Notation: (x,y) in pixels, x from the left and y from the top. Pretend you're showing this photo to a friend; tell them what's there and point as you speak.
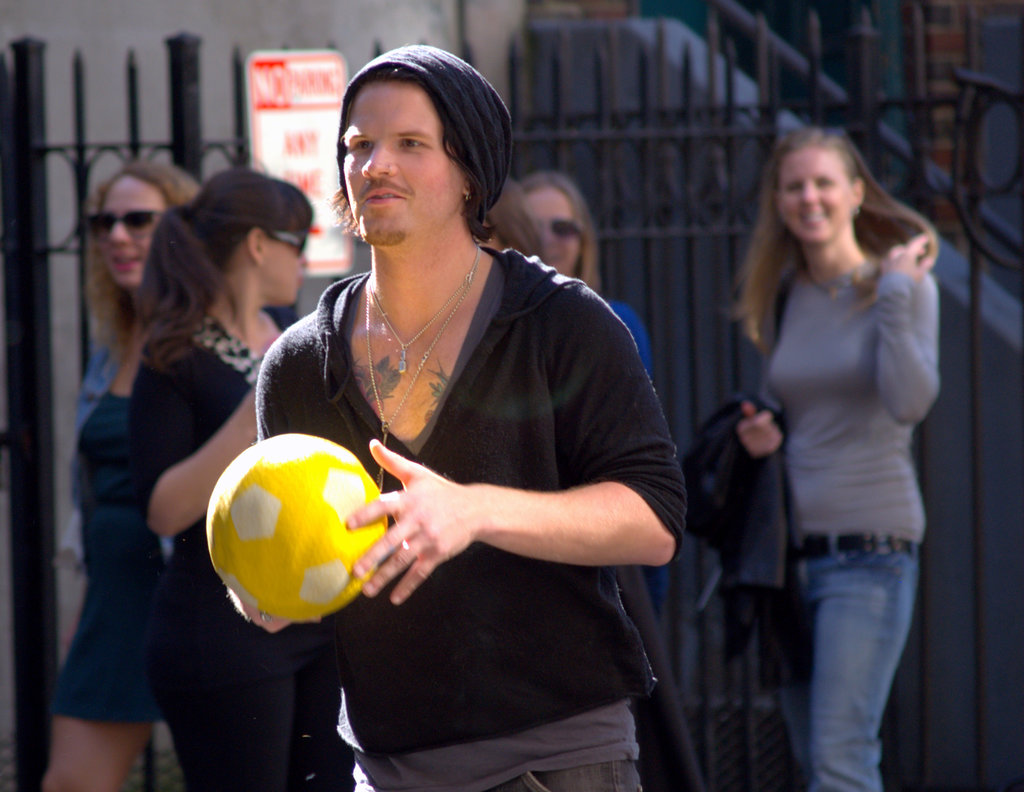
In this image we can see some people (412,379) standing on the ground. One man (411,472) is holding a ball (381,531) in his hands (434,496). In the background (315,97), we can see metal fence (29,221) and a board (320,111) with some text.
